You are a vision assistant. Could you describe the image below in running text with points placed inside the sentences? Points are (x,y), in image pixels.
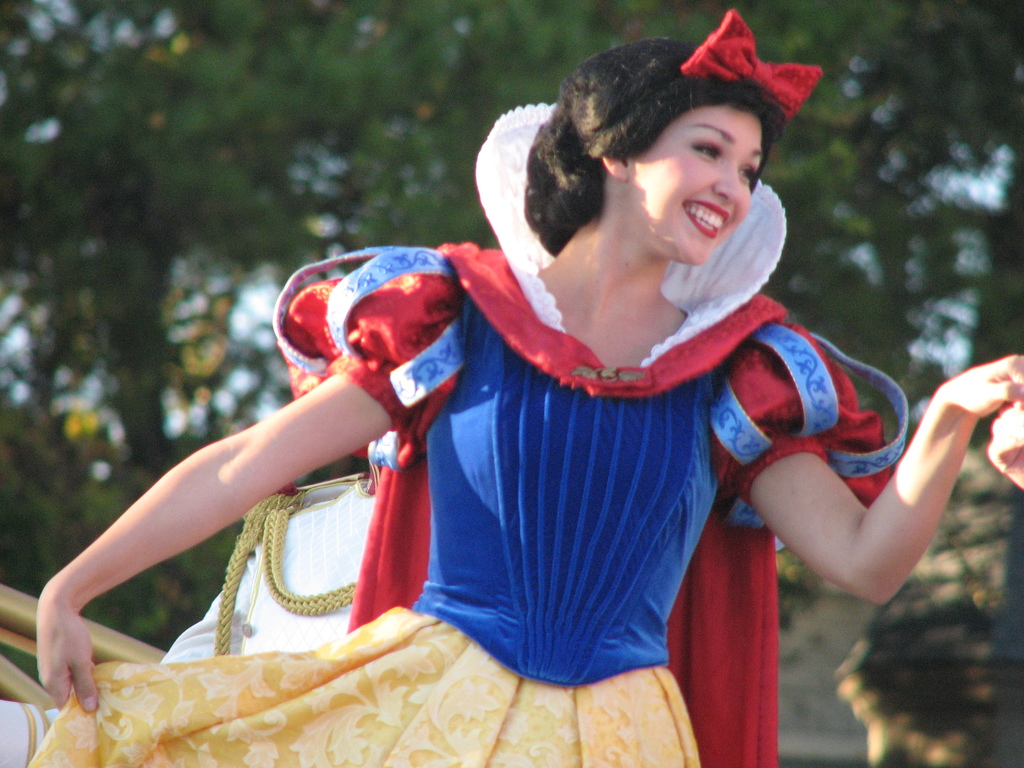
In this image, we can see a person (744,291) wearing clothes (666,584) on the blur background.
